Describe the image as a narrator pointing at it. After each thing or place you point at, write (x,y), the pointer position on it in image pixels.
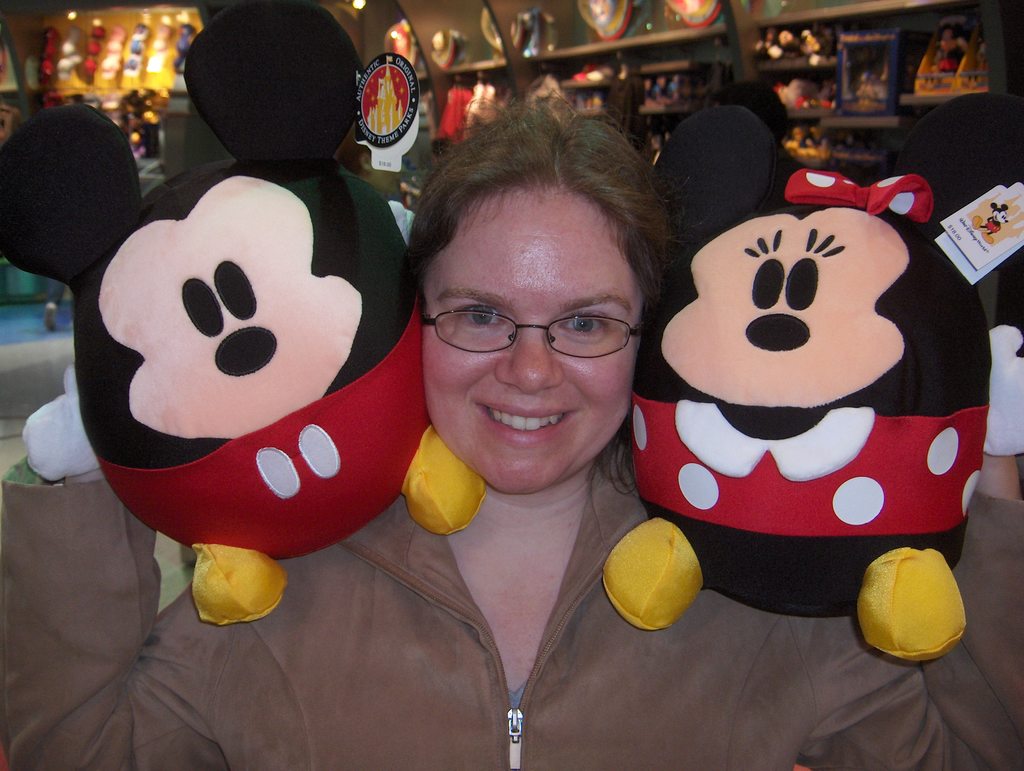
In this image we can see a woman (451,543) holding toys (728,346). In the background (589,75), we can see some toys/objects (790,133) arranged in the racks (142,87).
